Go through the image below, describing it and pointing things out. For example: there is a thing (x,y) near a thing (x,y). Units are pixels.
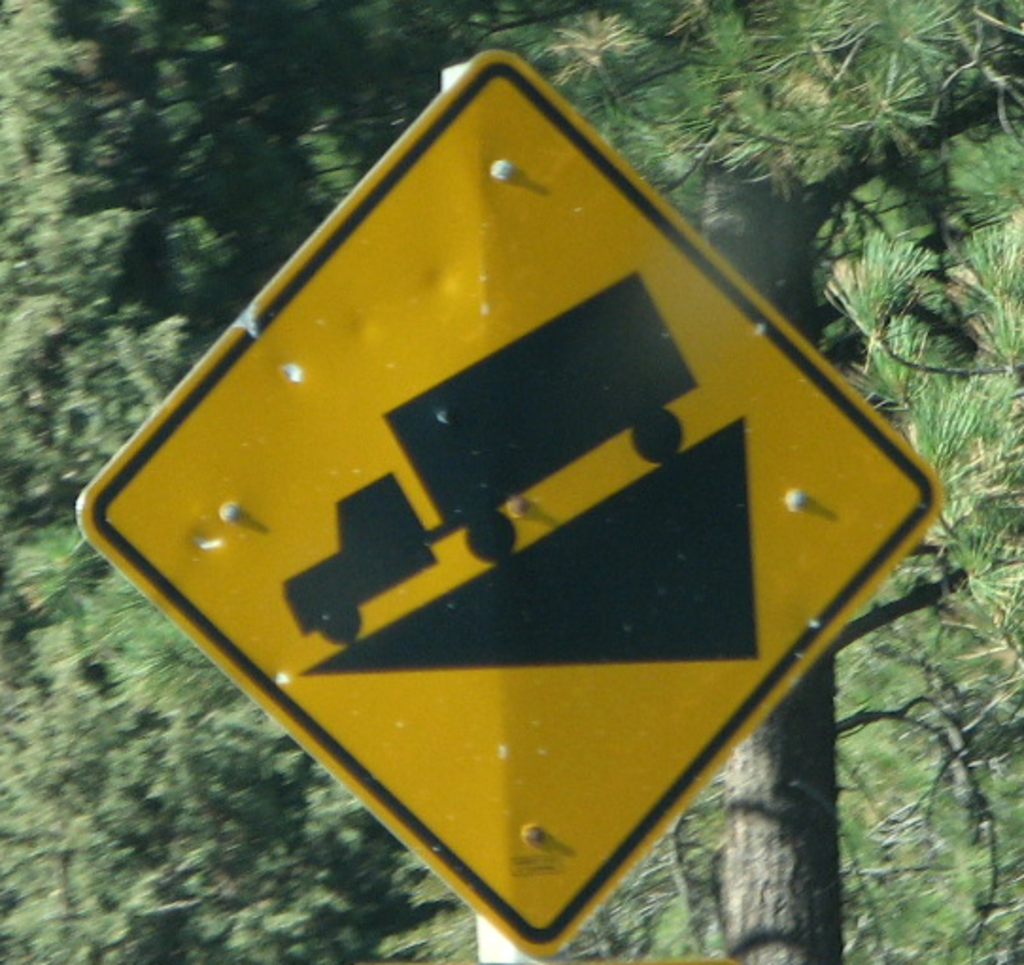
In this picture we can see a board (559,824) on pole (502,940). In the background of the image (928,67) we can see trees (848,896).
